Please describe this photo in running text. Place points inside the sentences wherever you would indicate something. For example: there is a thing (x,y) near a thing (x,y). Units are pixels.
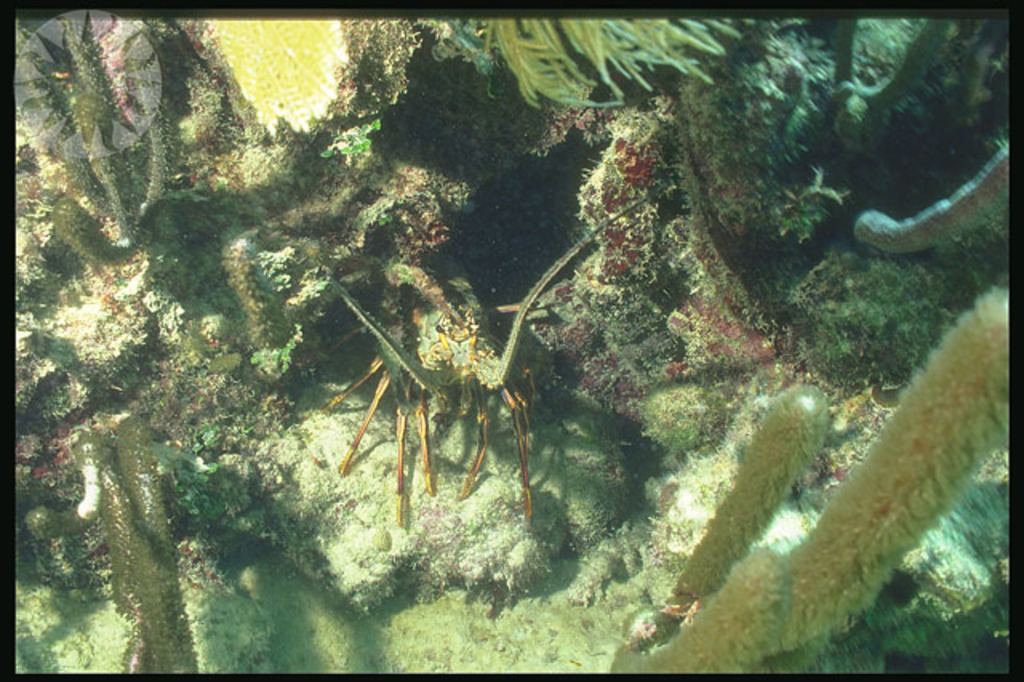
Here I can see a lobster (452,349) and few marine species (148,500) inside the water (226,214).
